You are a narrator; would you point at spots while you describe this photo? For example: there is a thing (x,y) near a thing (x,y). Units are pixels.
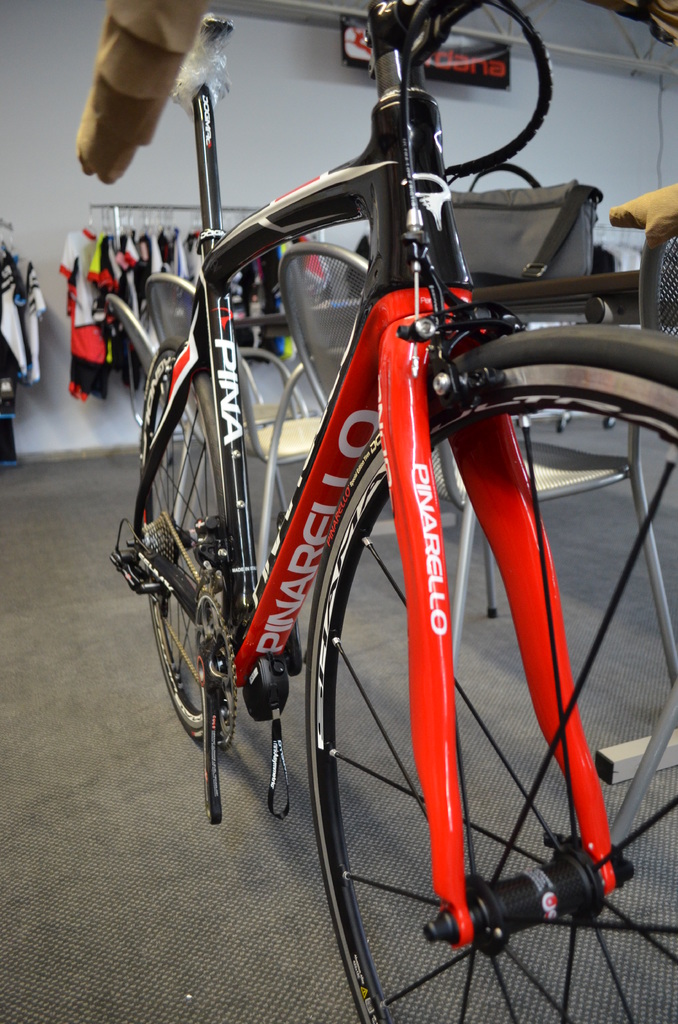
In this image, we can see a bicycle (394,480). There are a few chairs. We can see the ground (94,723). We can see some objects (526,275) and clothes (115,276) hanging. We can also see the wall (353,158) and a poster (493,74) with some text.
